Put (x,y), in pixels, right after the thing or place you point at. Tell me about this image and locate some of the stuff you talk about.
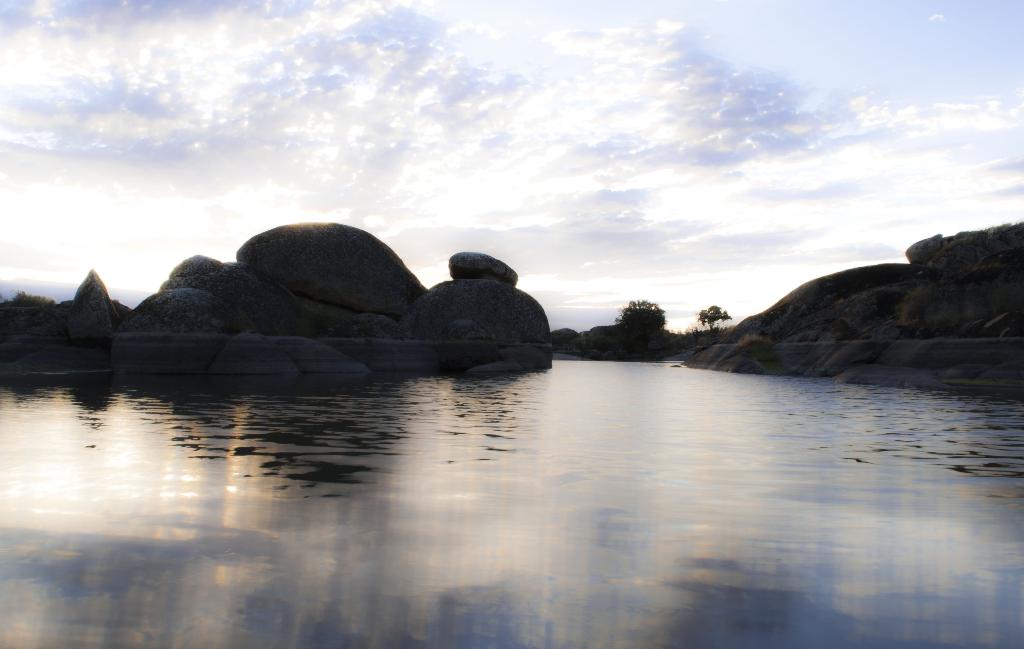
In the picture I can see water (451,501), rocks (1003,367), trees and the cloudy sky (321,220) in the background (520,268).
